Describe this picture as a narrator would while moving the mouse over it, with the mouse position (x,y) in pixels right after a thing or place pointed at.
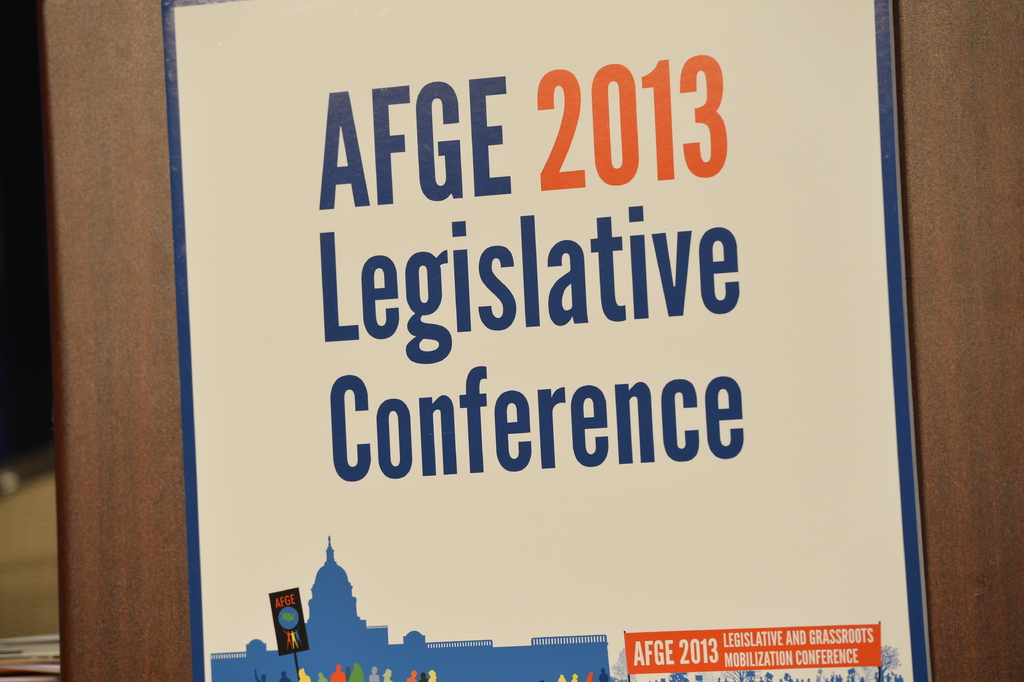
In this image I can see a frame (625,224). There is some text (646,301) written in the center (430,440).
